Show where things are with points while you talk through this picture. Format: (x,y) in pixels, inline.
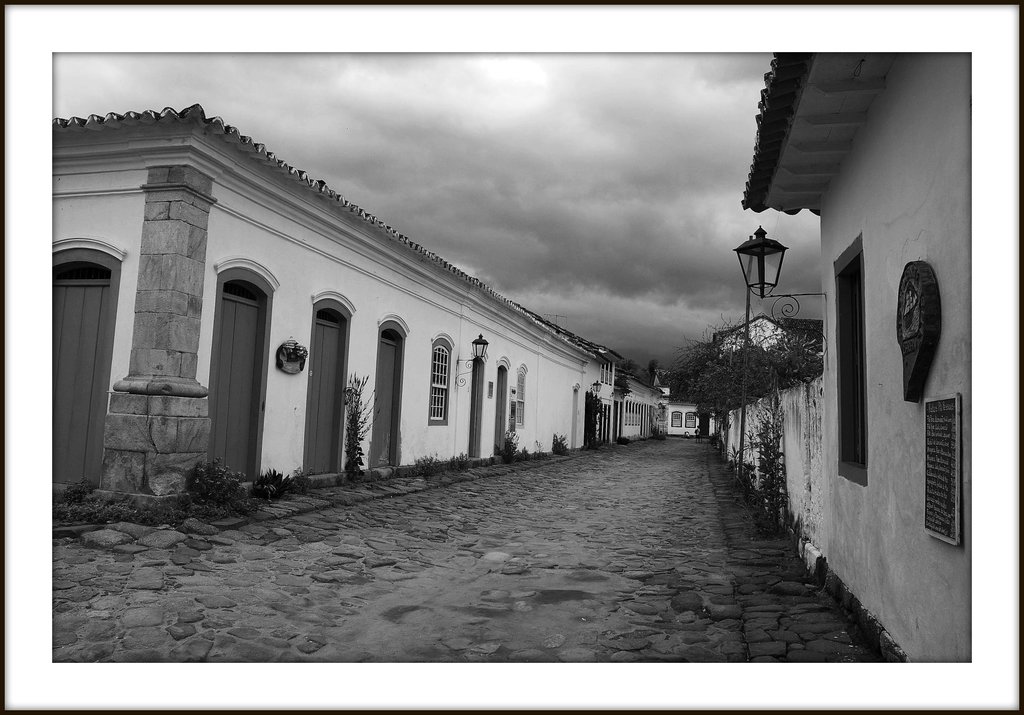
In the picture I can see buildings (605,397), lights (593,385) on walls (538,370), plants (189,503) and some other objects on the ground (429,498). In the background (532,228) I can see the sky (530,191). This picture is black and white in color.
